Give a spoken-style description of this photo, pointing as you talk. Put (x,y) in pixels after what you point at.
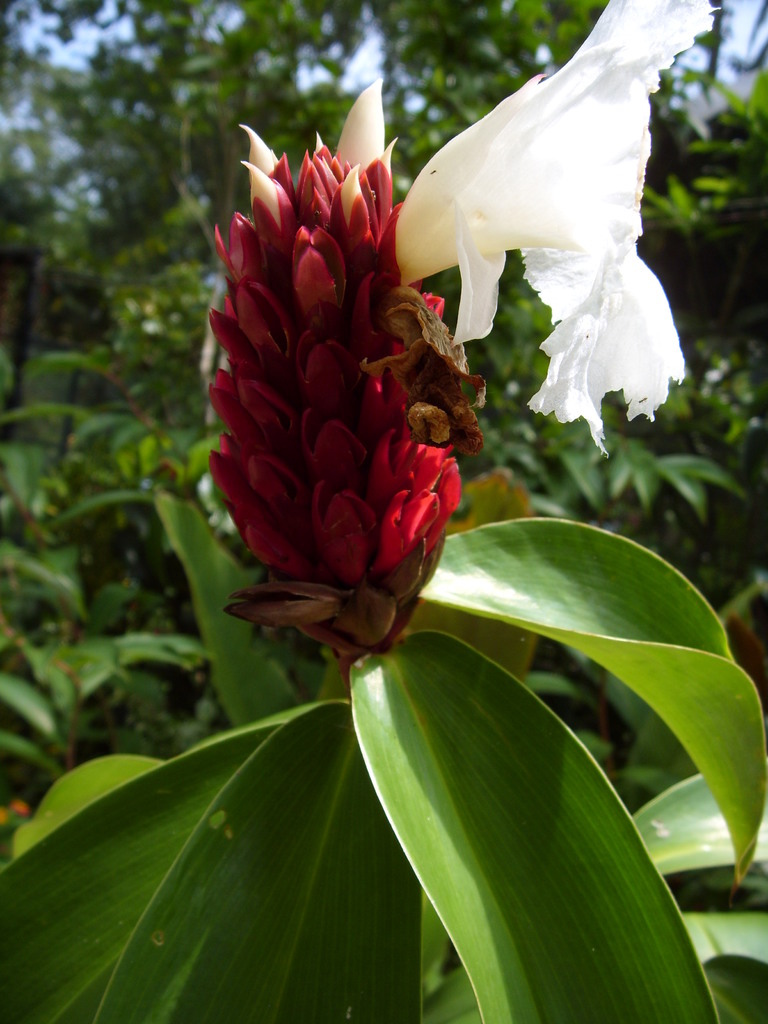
In this image in the front (351,536) there is a flower (374,496) and there are leaves (396,748). In the background (253,83) there are plants (751,144) and trees (253,83).
